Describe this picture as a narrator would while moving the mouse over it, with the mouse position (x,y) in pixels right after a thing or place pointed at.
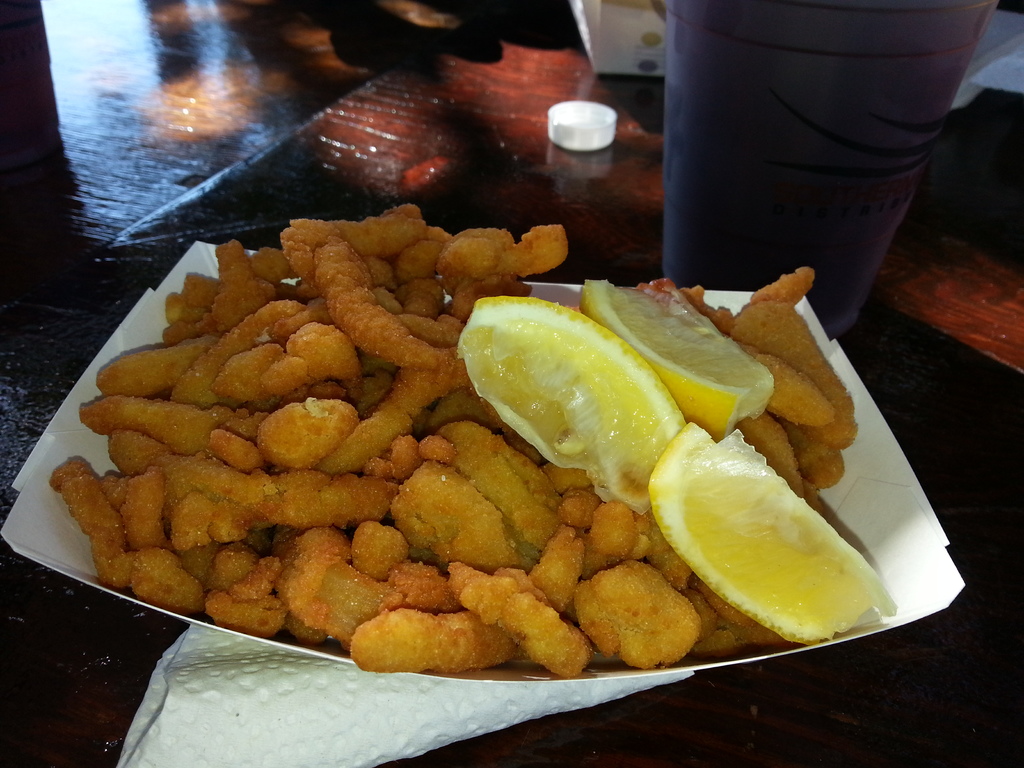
In the picture I can see food items (577,505) in a tray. I can also see tissue papers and some other objects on a wooden surface (195,202).
